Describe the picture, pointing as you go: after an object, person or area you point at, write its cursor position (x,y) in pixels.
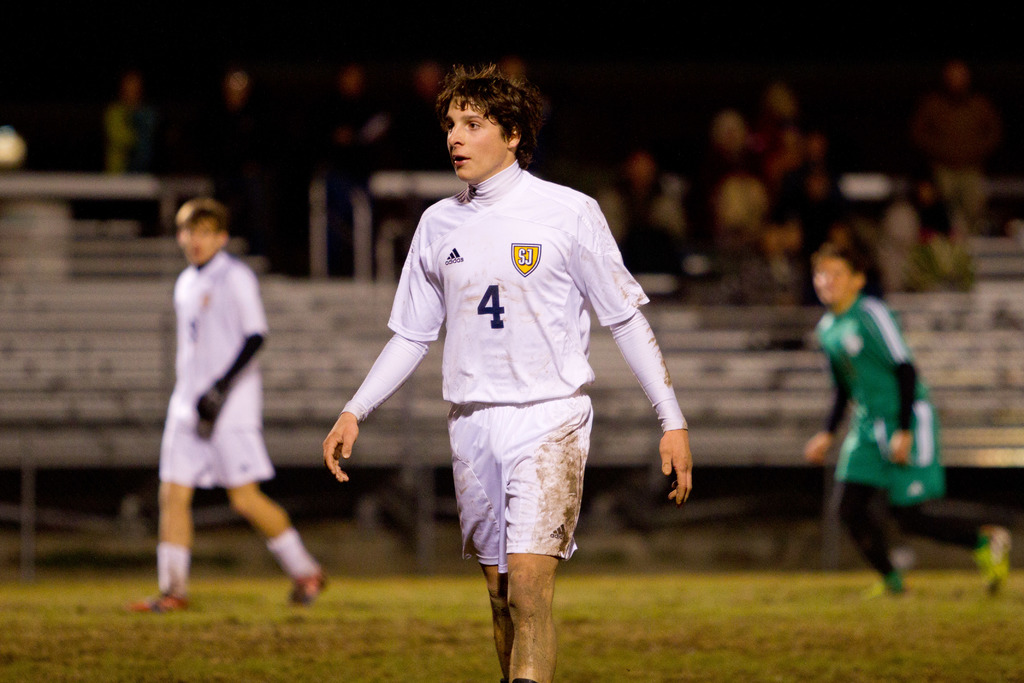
In this picture we can see two people (531,614) walking on the grass (664,578). There is a person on the right side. Few people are visible in the background (779,113).
